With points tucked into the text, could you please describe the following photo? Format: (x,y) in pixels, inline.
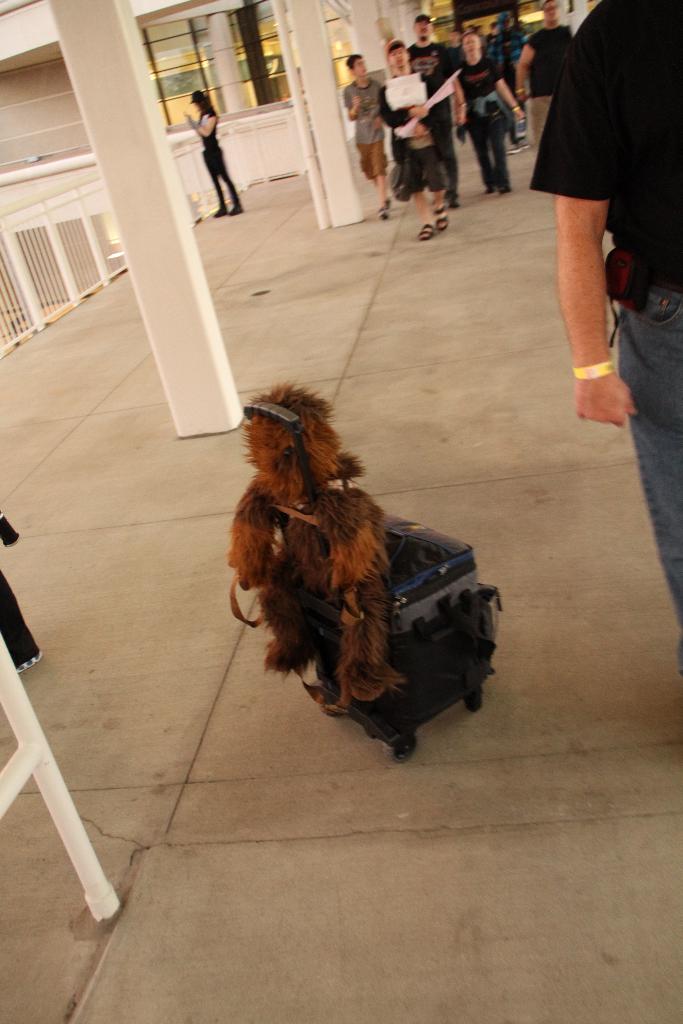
In this image we can see a luggage bag (411,710) on the floor (378,495), persons (414,57) walking from the floor (340,357), buildings (230,104) and railings (48,268).
